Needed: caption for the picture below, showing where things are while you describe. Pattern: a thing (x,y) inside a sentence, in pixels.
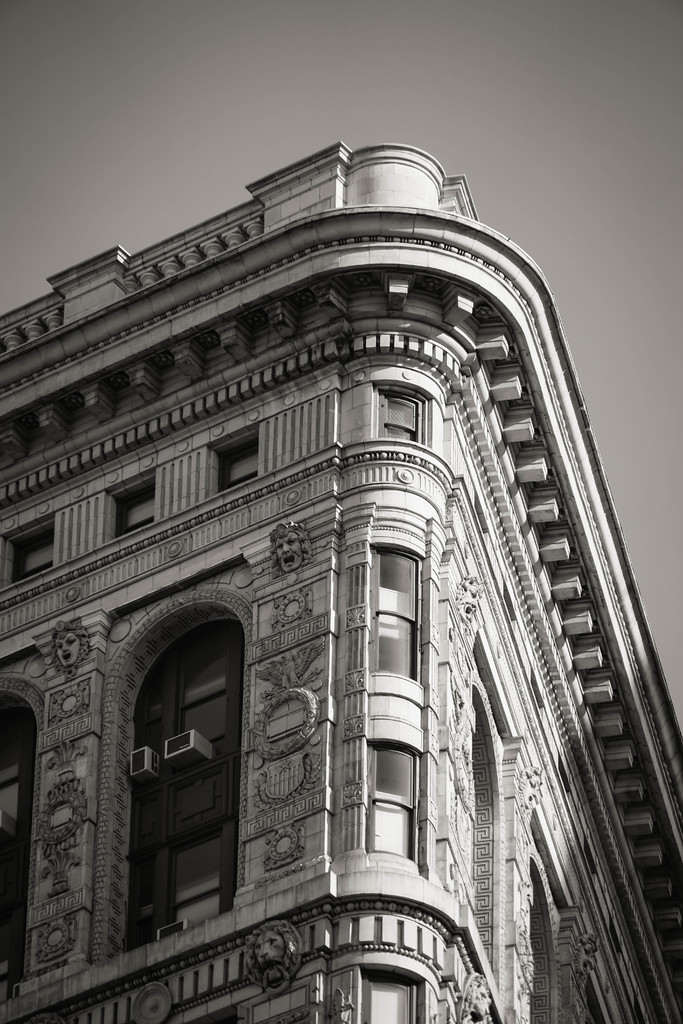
This is a black and white image. In this image we can see a building (439,589) with windows (16,717) and the air conditioners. We can also see the sky (473,187).
